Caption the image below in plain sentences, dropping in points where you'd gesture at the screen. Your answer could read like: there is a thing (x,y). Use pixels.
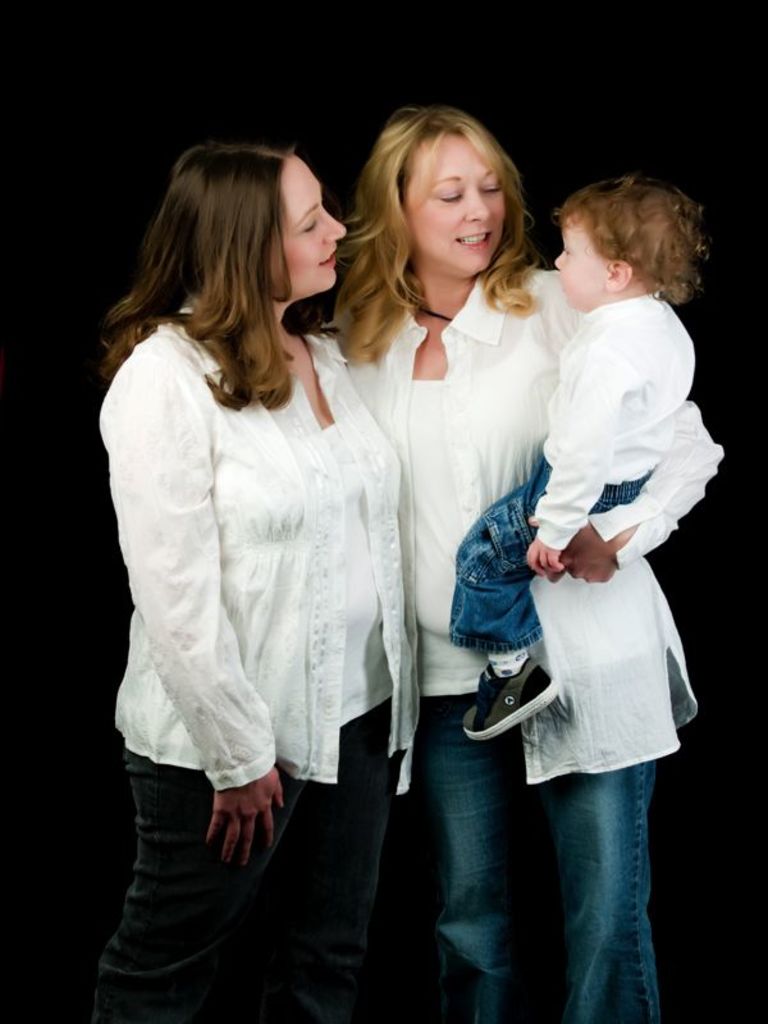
In this image there are two women (354,461) standing in the middle (397,515). The woman (486,399) on the right side (554,432) is holding the kid (558,447).
